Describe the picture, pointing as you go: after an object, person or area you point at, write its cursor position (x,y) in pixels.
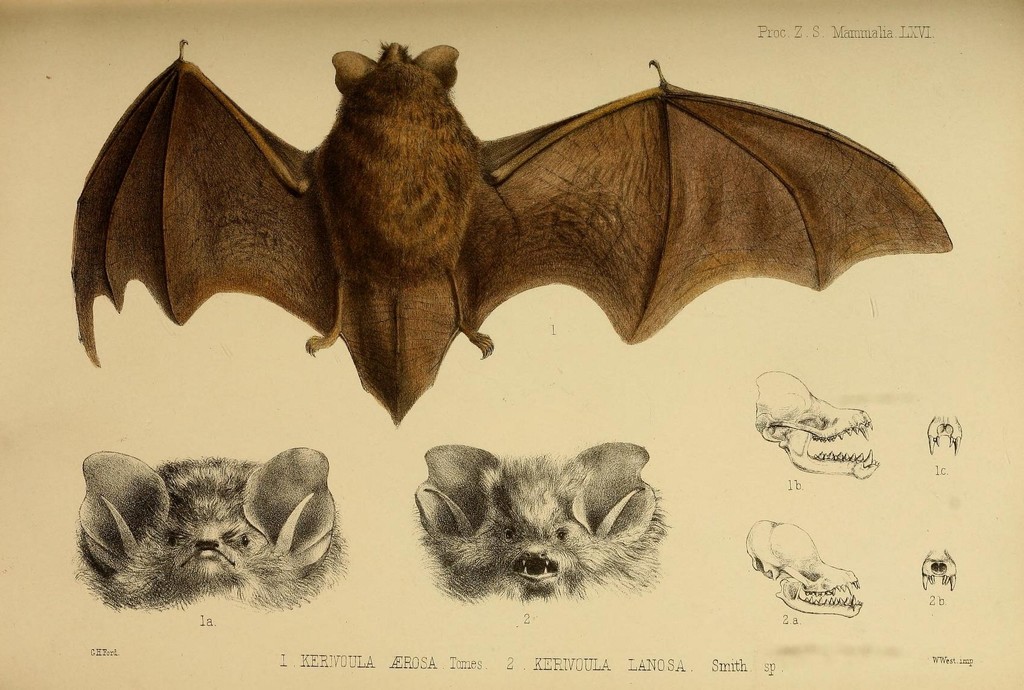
The image looks like a paper (63,547), on the paper (894,596) we can see drawings (371,172) of bats (462,528) and their claws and skull (796,550). At the bottom (491,657) there is text (603,667).
